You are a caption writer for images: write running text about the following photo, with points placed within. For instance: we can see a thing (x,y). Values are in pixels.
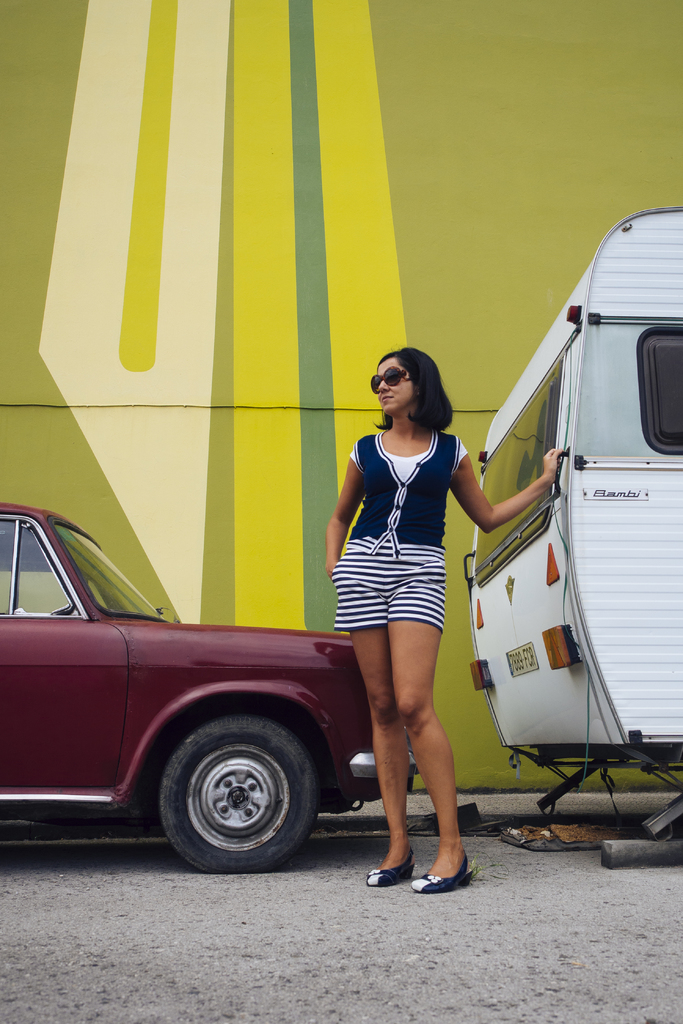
There is a lady (422,580) wearing goggles (410,381) is standing. Near to her there are vehicles (526,611). In the back (294,219) there is a wall (208,230).
